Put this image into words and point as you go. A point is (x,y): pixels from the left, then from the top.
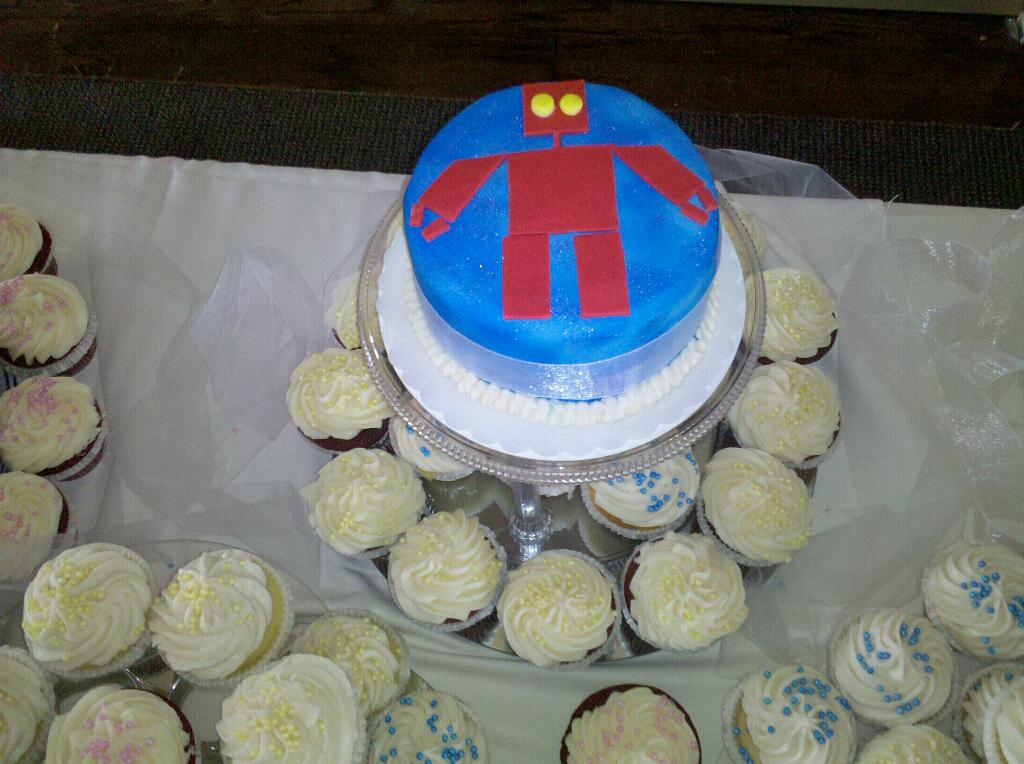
In this image, we can see cupcakes (223,580) and a cake (590,283) which are placed on the table (917,266). At the top (305,114), there is carpet (321,111).
